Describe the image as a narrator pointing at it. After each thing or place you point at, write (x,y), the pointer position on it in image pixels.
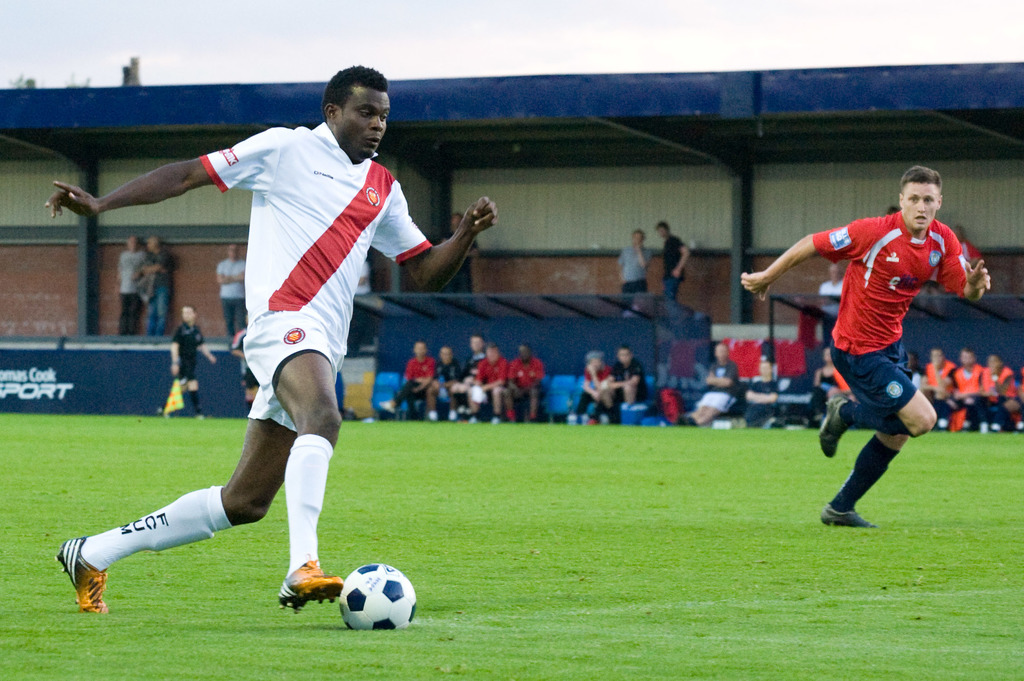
In this picture we can see two men (331,359) running on ground (331,515) we have a ball (396,587) on ground (392,525) and in the background (477,301) we can see some more people (192,343) where some (938,387) are sitting on chairs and some (170,276) are standing, wall (582,216), shed (540,100), sky (447,70).
